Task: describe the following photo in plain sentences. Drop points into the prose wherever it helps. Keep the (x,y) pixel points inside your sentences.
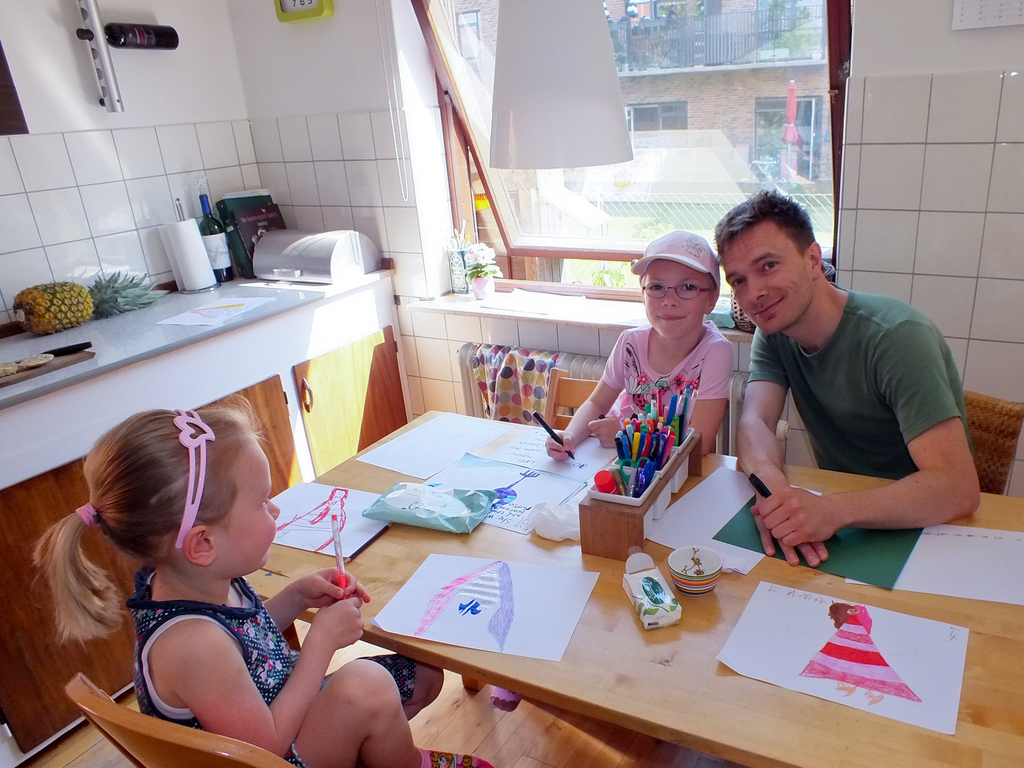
In this picture there is a man (804,397) and girl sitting on the chair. There are few paintings (536,607), bowl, pens (670,425) on the table (622,620). There is a pineapple (77,300), bottle (214,268), tissue roll (199,260), knife (83,345) on the table (67,372). There is a building (688,94) at the background (697,123).
